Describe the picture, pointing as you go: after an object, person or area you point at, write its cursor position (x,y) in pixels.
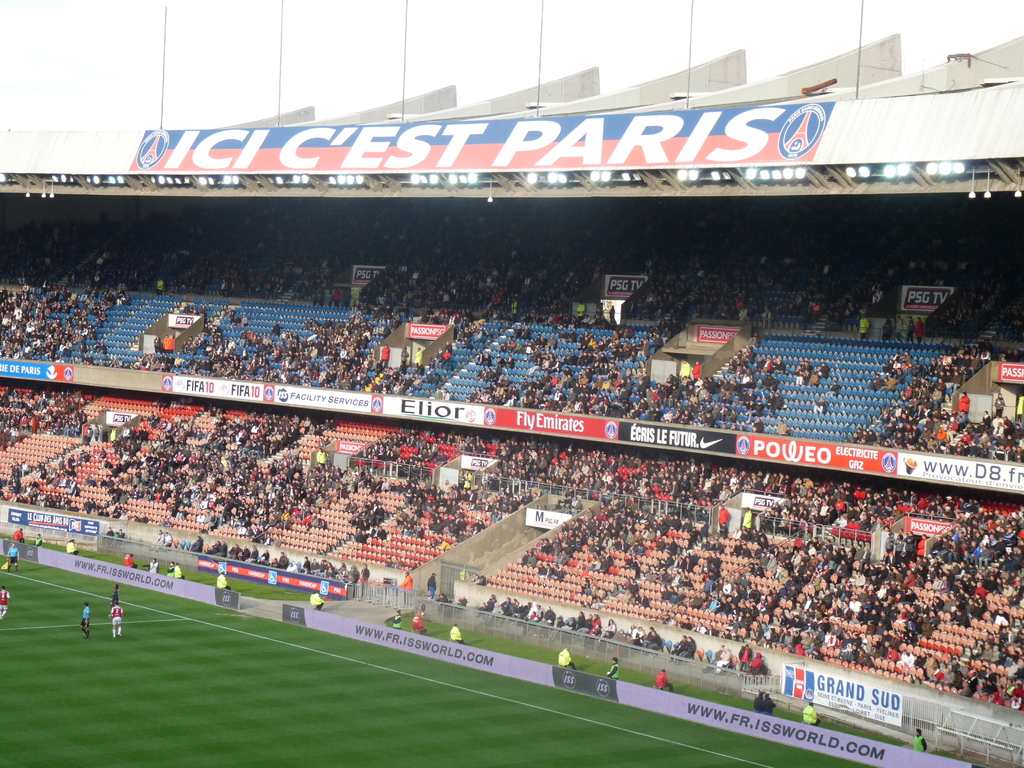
People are present on the ground (136,640). There is a stadium (1023,261). People (1011,543) are present watching the match.
